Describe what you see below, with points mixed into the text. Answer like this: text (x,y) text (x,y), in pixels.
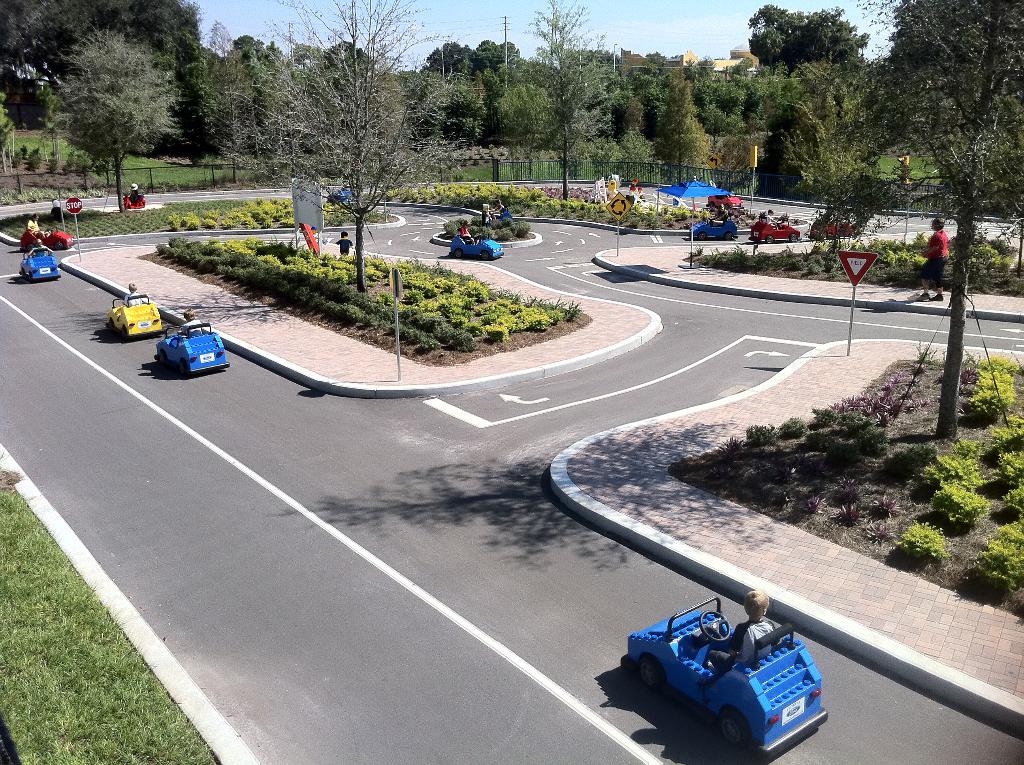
In this picture there are some boys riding the colorful go-karting cars (682,691) on the runway track (311,633). Behind there are some grass (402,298) and fencing net (202,177). In the background (125,53) there are many huge trees (262,166).
